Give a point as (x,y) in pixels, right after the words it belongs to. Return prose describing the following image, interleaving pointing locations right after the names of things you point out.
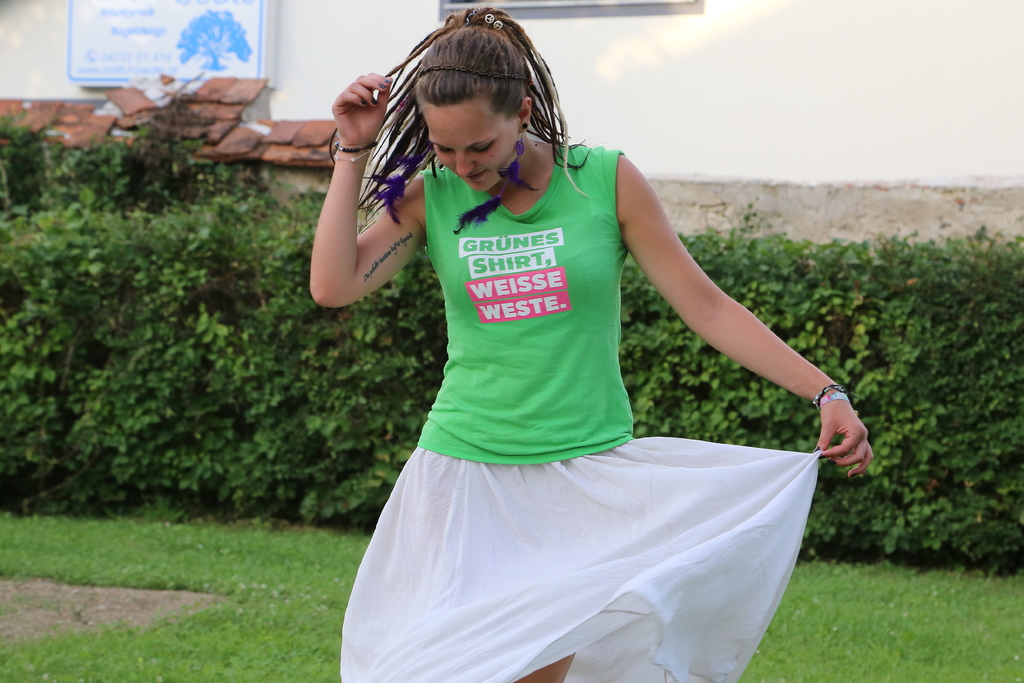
In this image a woman (526,364) wearing green t-shirt (560,390) and white skirt (621,533) is standing in front of a building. In the background (108,291) there are plants (241,315), building (318,32). Here there is a board (141,21).
